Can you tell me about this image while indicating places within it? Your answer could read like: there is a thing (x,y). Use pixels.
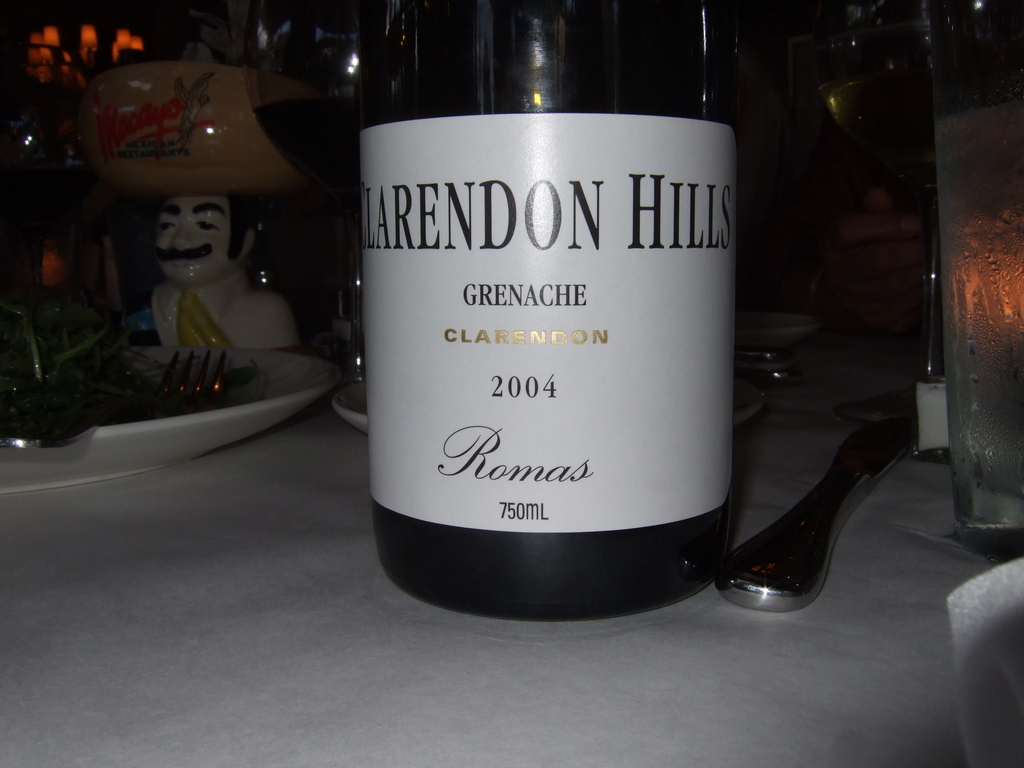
In this image we can see bottles (477,397), plates (98,444), knife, forks (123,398) and a toy (198,278) on the table (58,561), also the background (790,16) is dark.
